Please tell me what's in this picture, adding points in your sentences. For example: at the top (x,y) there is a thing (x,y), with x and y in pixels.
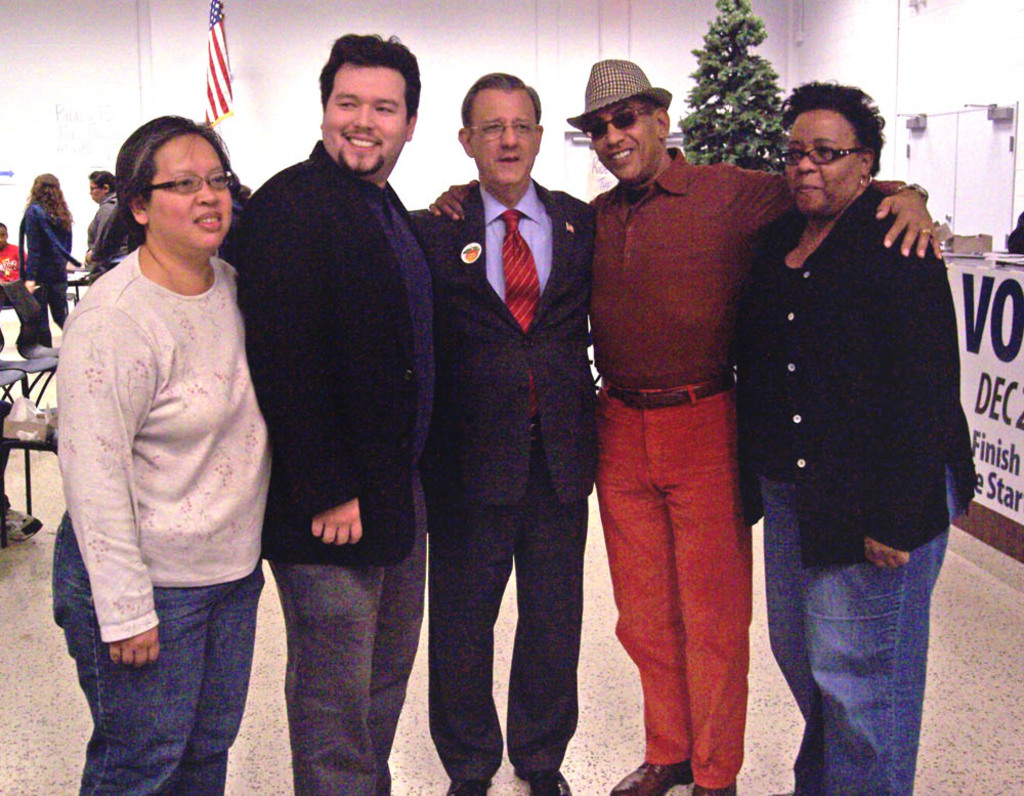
In the center of the image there are people (439,745) standing. In the background of the image (438,30) there is wall (274,15). There is a flag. There are people (95,186). There is plant (754,84). At the bottom of the image (970,726) there is floor (627,750).
